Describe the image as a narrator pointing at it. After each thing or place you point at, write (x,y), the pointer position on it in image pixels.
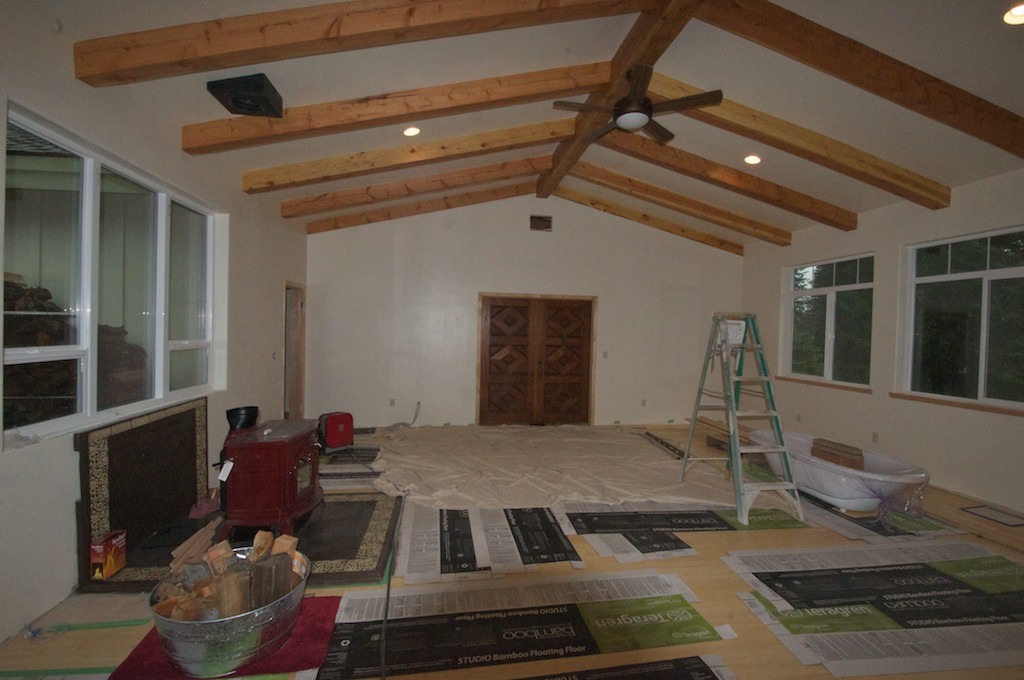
In this picture I can see windows (40,160), lights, fan (568,103), ladder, bath tub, cloth (311,607), papers (1022,612), there are wooden pieces (213,540) in a bowl (176,635), there is a stove (316,481), doors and there are some other items (131,495) in a room (449,316).
